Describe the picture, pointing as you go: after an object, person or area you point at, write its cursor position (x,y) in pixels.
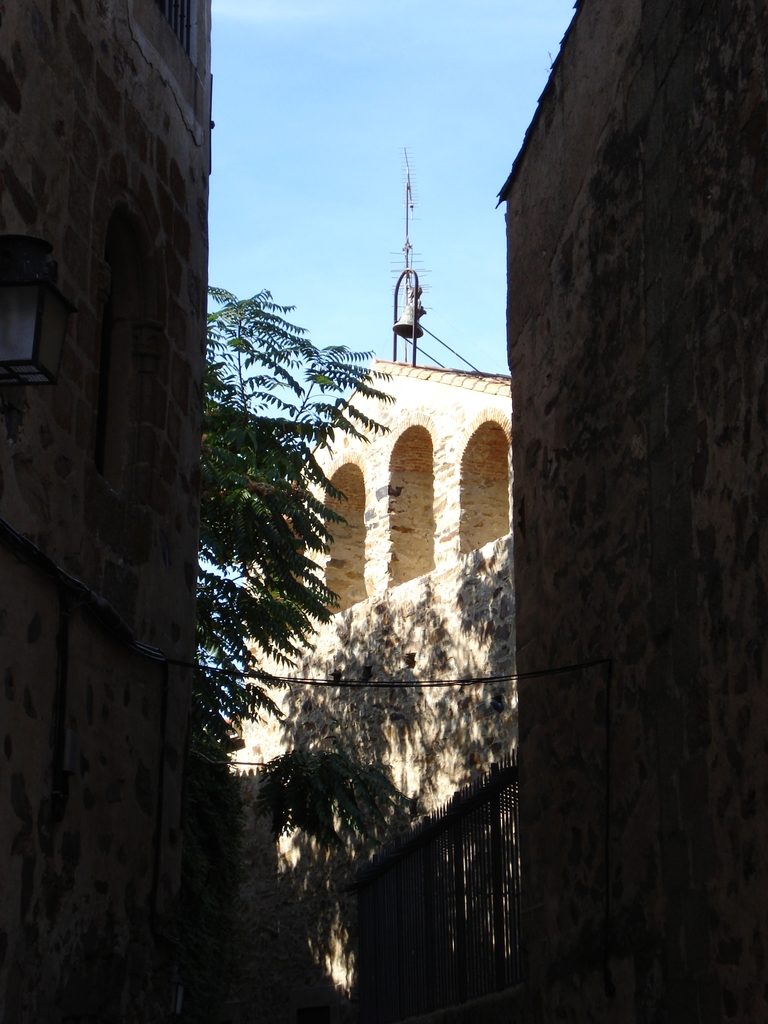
In this picture we can see buildings (418,376), bell (410,322), pole (406,267), tree (356,808), lamp (51,314), grills (418,845), wall (418,707) are there. At the top of the image (400,110) clouds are present in the sky (422,132).
